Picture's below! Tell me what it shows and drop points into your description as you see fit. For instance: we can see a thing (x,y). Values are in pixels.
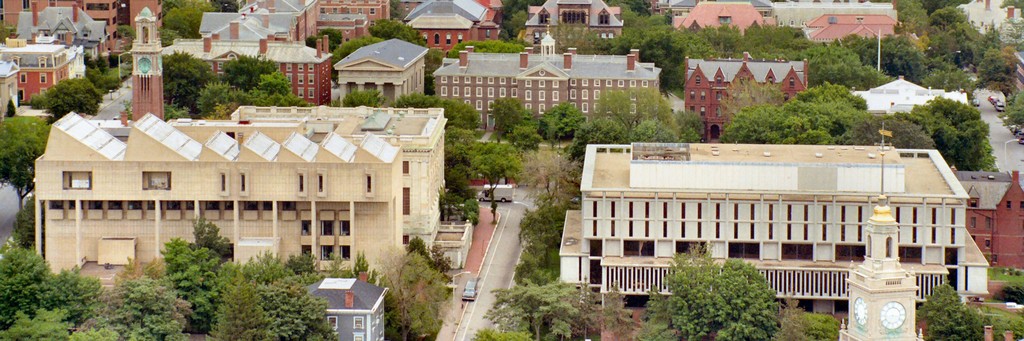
This is the aerial view of a city (142,40), there are many buildings (112,177) all over the image with trees (571,190) in front of it and there are clock towers (896,264) on the right side (863,315) and one on the left side (136,72) corner. in the middle (520,201) there is road (506,218).
